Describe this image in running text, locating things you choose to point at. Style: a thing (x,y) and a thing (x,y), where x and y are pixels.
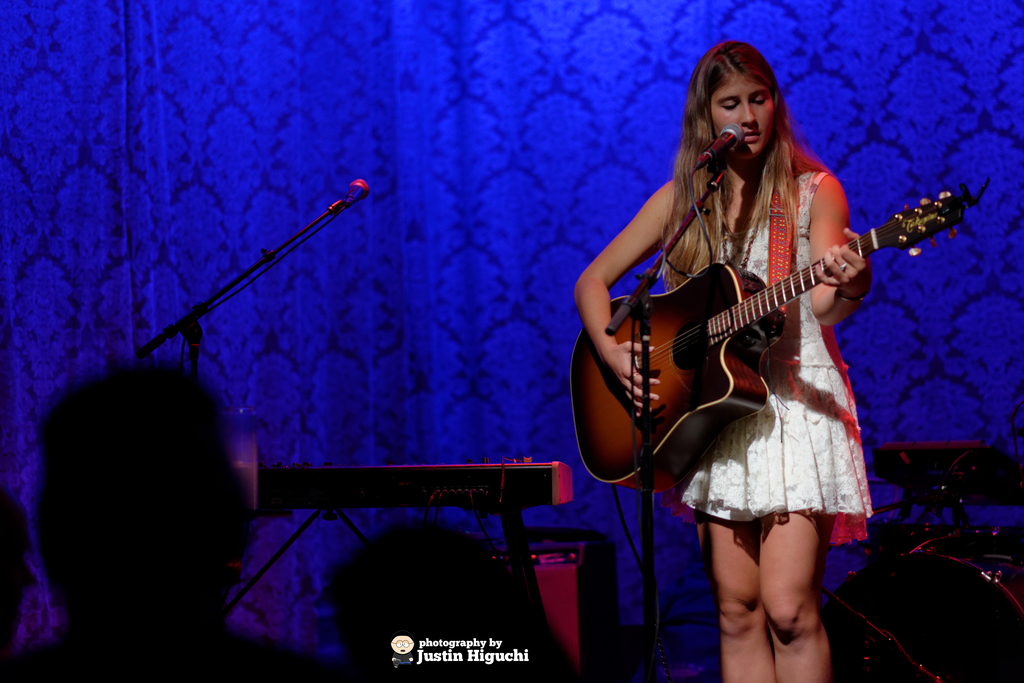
There is a woman (818,406) standing on the right side (764,574). She is holding a guitar (706,342) in her hand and she is singing on a microphone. Here we can see a piano (565,466) on the left side (295,502).
